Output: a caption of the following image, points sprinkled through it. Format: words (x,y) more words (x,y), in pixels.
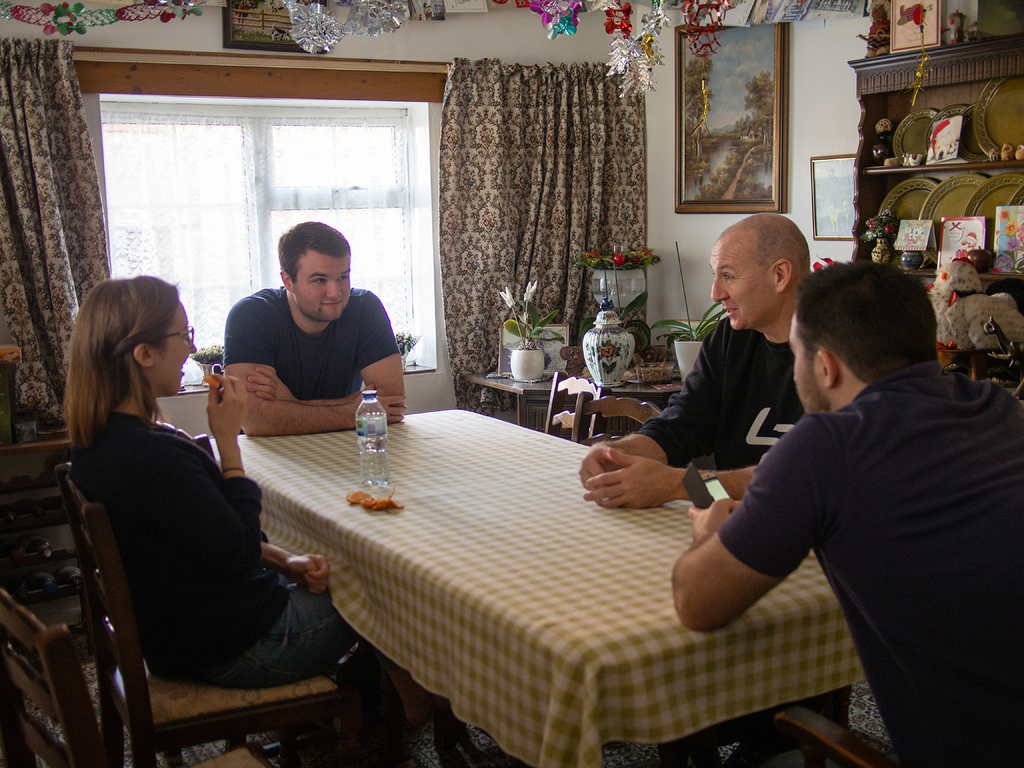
on the table (423,491) there is a water bottle (371,425) around which there are chairs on which 4 people (182,456) are seated. at the right side (931,187) there are plates (899,127) and on the wall (826,108) there are photo frames (757,150). at the back (349,143) there is a window (371,157) and curtains (25,224).
